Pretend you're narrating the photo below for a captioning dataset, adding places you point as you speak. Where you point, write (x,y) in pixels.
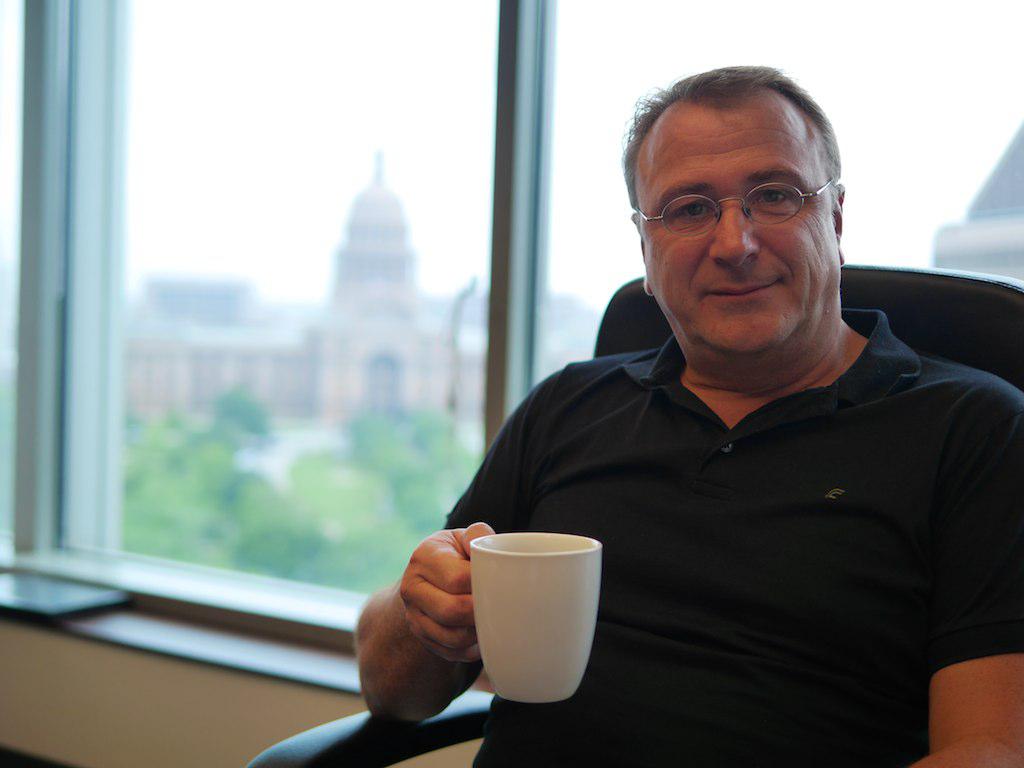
In this picture we can see a man (674,440) who is sitting on the chair (321,737). He is holding a cup (566,581) with his hand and he has spectacles (775,195). This is window (375,494). On the background (384,195) we can see a building (340,354) and these are the trees (409,458).
